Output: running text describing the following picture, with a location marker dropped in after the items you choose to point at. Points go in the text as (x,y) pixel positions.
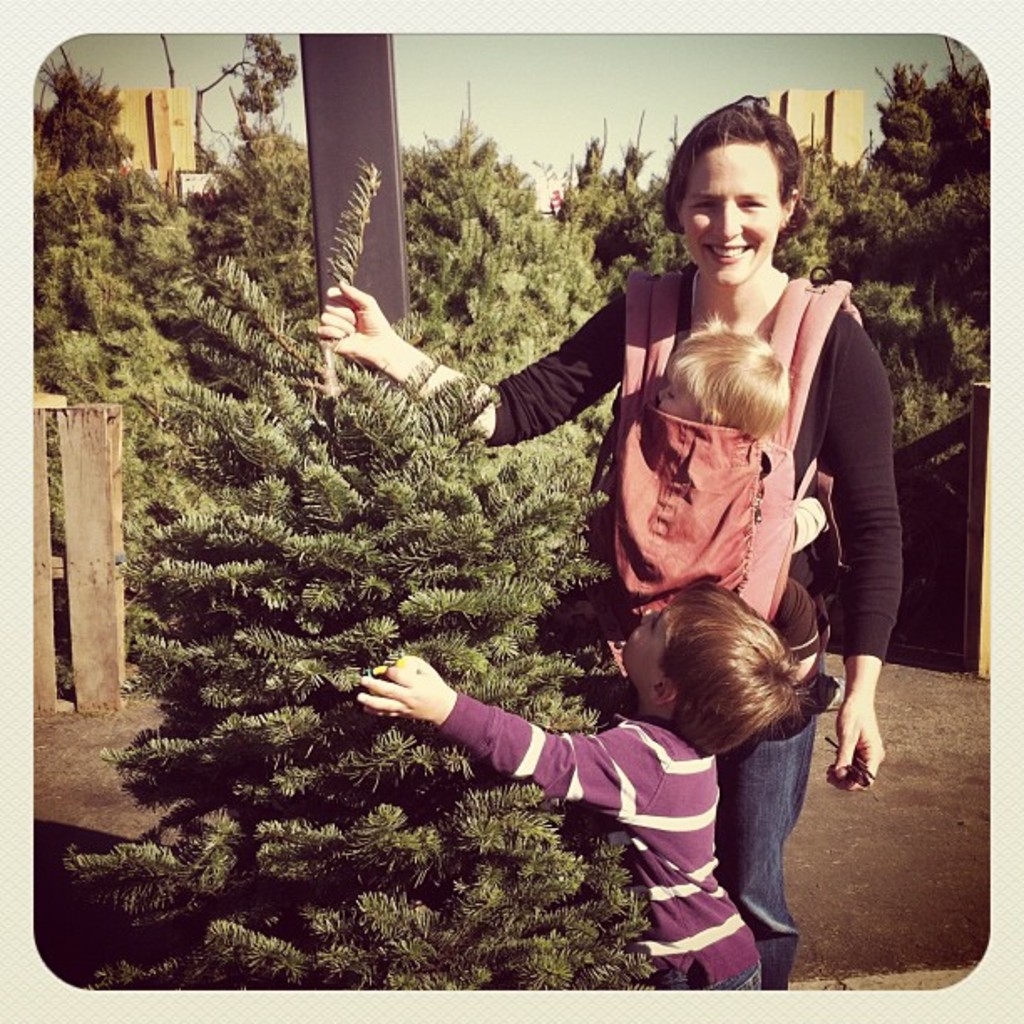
In this image we can see woman (738,247) and two kids (720,632) standing at the tree (452,830). In the background (96,306) we can see pole (339,192), trees (161,243), buildings (183,153) and sky (544,107).
